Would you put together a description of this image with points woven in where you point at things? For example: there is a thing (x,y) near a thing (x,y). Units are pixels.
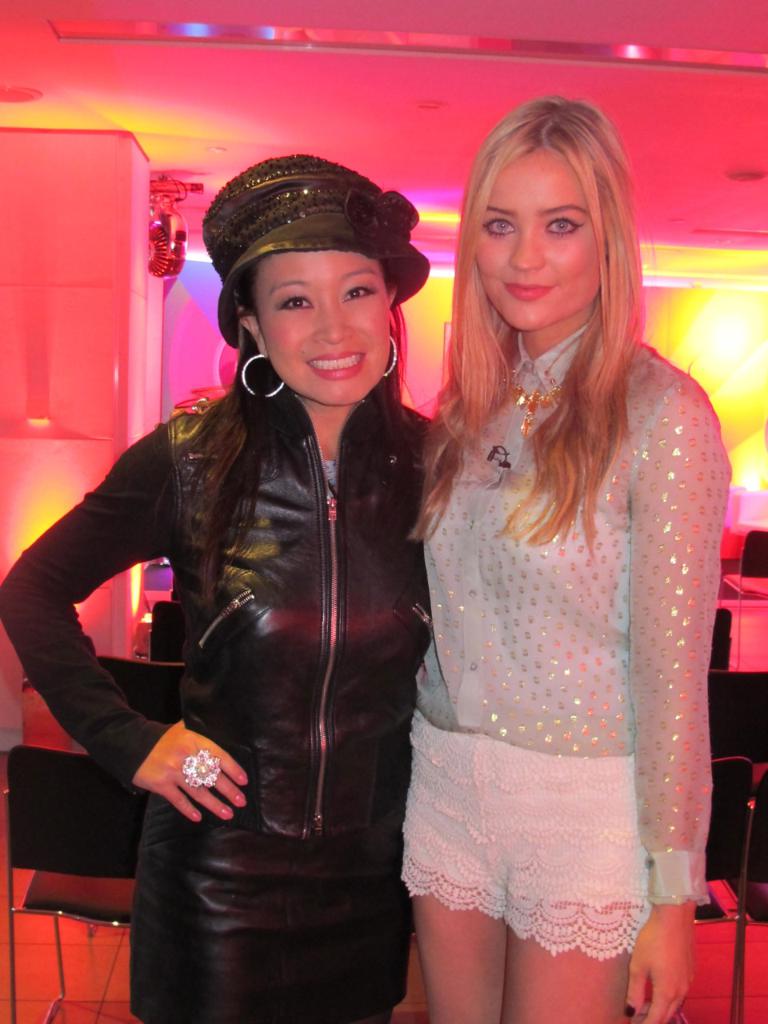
This 2 persons (554,288) are highlighted in this picture. This person (327,485) wore black jacket (281,623) and black hat (355,209). This person (590,372) wore shirt (516,614) and white shorts (532,798). Backside of this person (450,859) there are chairs (102,774) and tables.
